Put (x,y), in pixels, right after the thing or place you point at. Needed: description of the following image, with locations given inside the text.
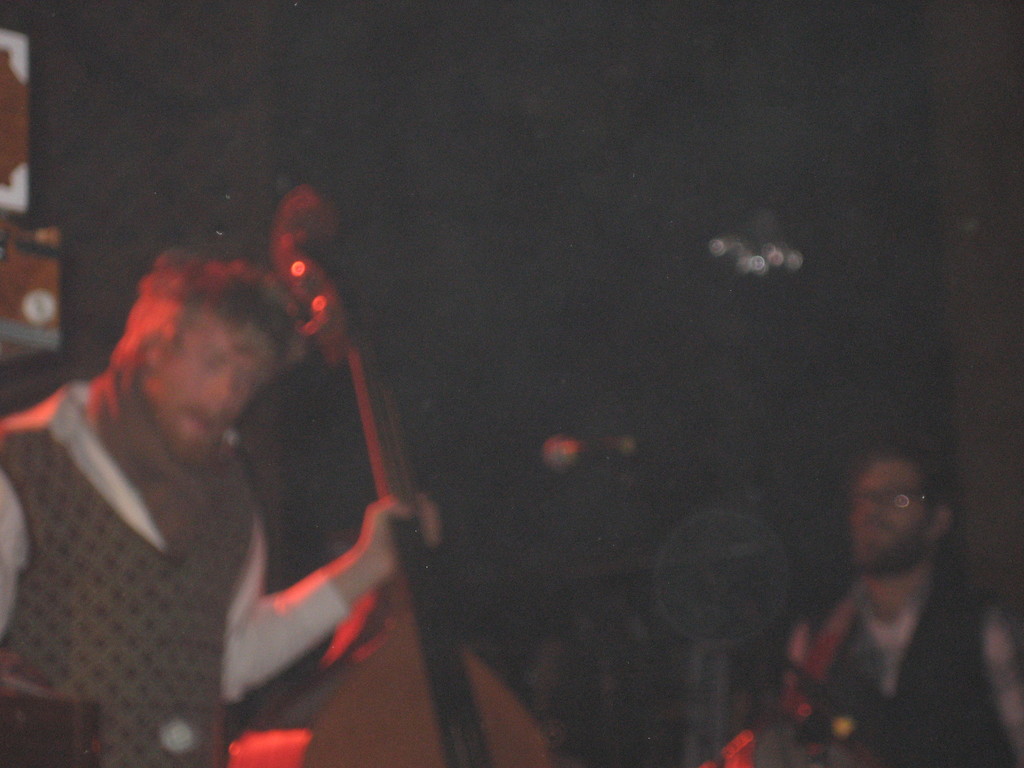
In this picture 2 persons (192,758) are visible in the dark holding musical instruments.
